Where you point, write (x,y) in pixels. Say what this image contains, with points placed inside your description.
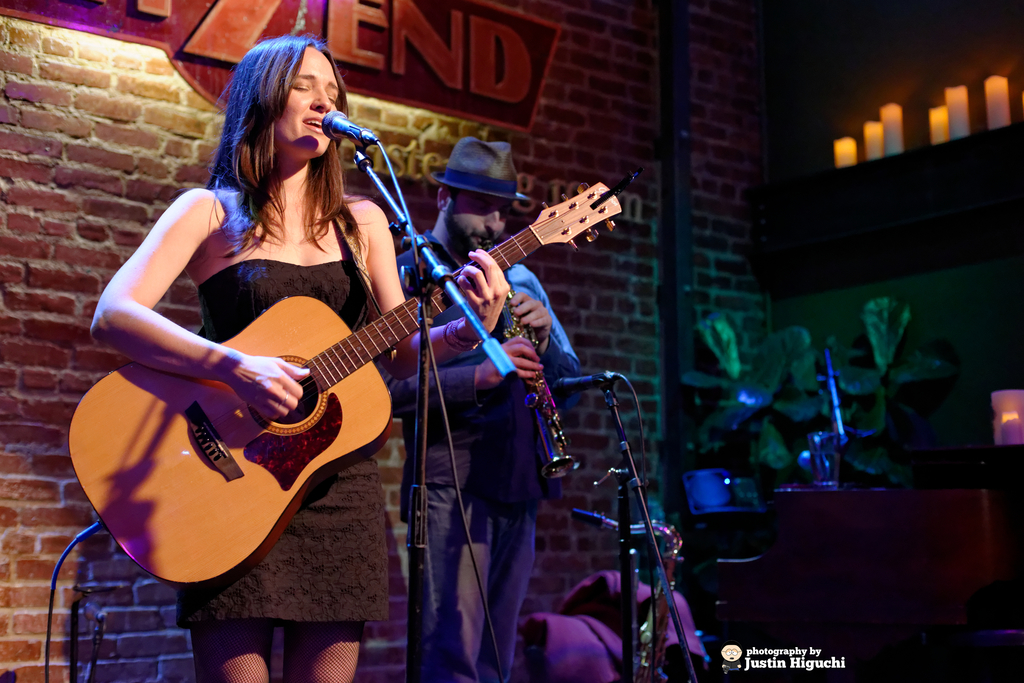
In the image we can see there is a woman (272,201) who is standing and holding guitar (358,338) in her hand (487,284) and beside him there is a person (477,382) who is standing and holding musical instrument (524,328) in his hand (531,305). He is wearing a cap (487,174) and at the back (34,232) the wall (67,227) is made up of red bricks (19,555).
